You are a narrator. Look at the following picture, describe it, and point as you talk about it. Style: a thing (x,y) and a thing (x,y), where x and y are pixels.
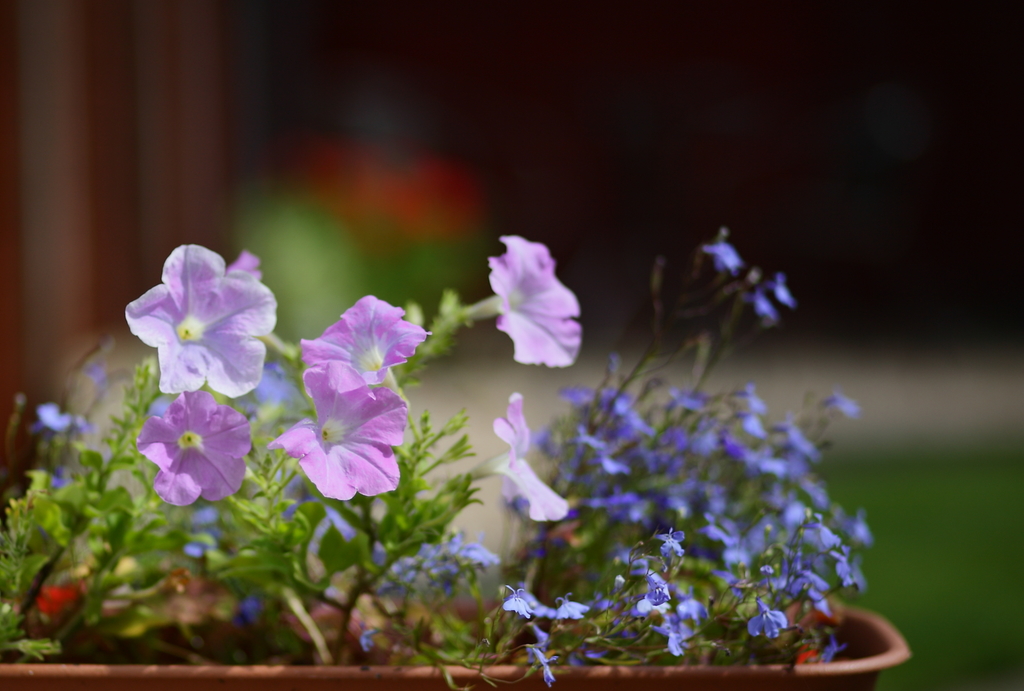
In the foreground of the picture (164,654) there is a flower pot (344,686), in it there are plants (327,573) and flowers (654,586). The background (1004,500) is blurred.
